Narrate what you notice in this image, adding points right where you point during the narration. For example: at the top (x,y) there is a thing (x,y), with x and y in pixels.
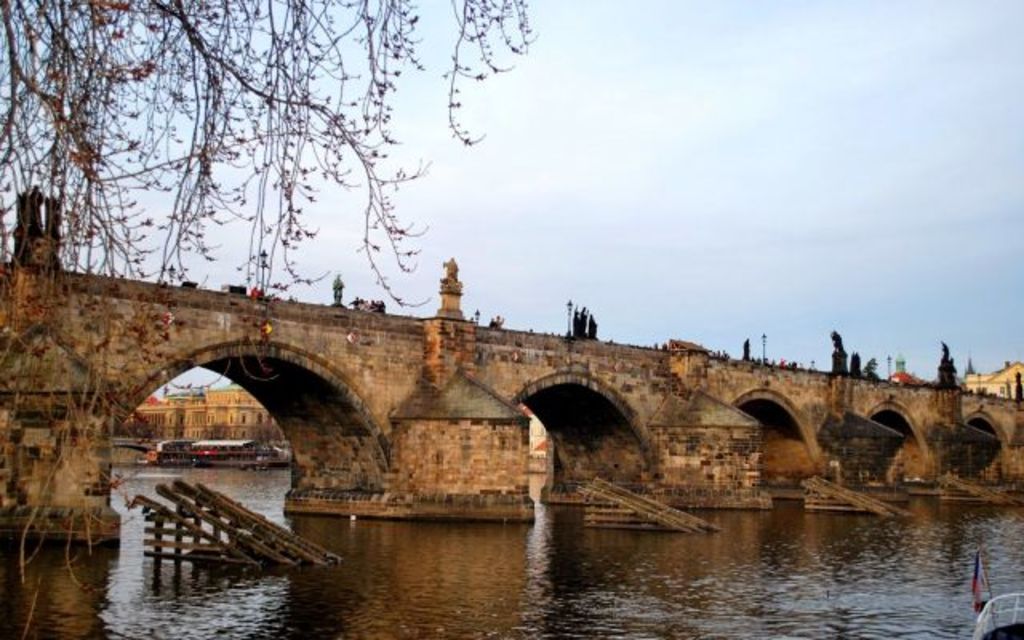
In the center (509,215) we can see the sky (603,59), buildings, branches (384,163), one bridge (390,334) with pillars (443,352) and arches (313,385), water (455,525), poles (285,554) and a few other objects (846,502). At the bottom right side of the image (983,610), there is a fence (993,601) and a flag (973,571).
